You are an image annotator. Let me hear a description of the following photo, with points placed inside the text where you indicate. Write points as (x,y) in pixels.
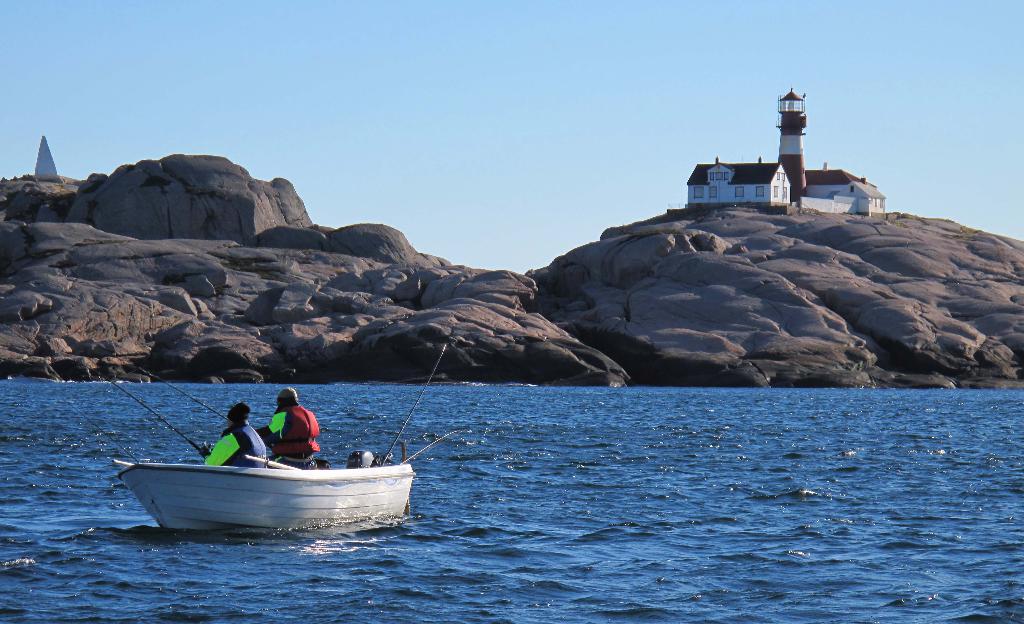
In this image in the center (545,407) there is a boat (365,509) sailing on the water (200,458) with the persons (213,463) sitting inside it. In the background (416,342) there are rocks (102,235) and there are houses (762,168) and there is a tower (793,153).
